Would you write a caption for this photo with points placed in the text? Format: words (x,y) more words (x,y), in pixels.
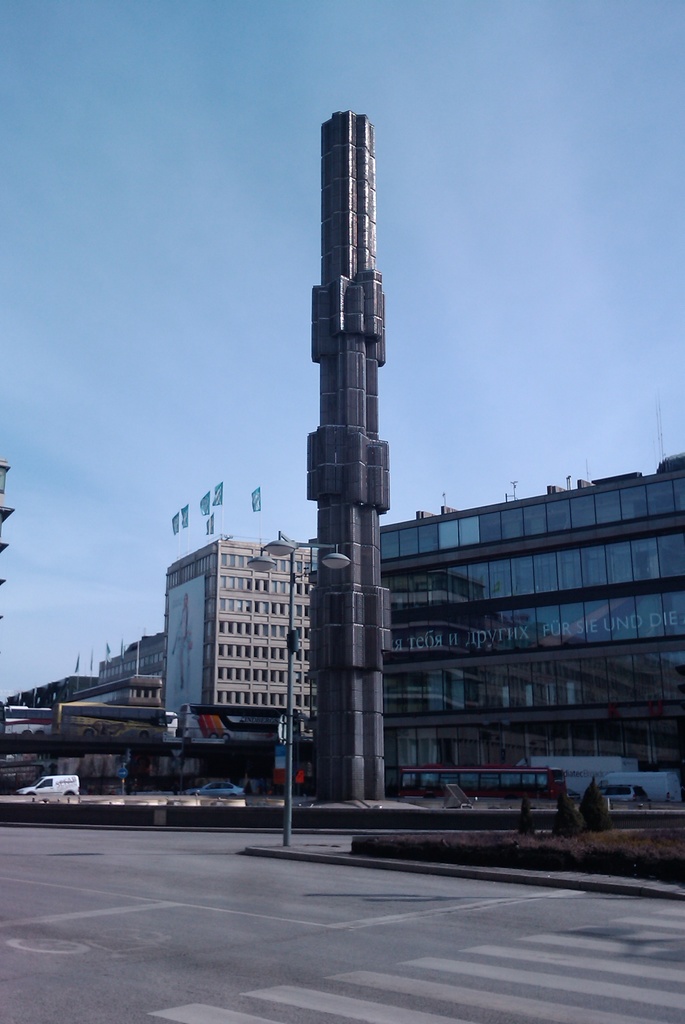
In this image there is the sky (163,258), there are buildings (250,643), there are flags (203,506) on the buildings (209,611), there is a building (592,621) truncated towards the right of the image (584,573), there is a sculpture (345,548), there are vehicles (56,782), there is a pole (291,624), there are street lights (328,546), there are plants (563,804), there is a building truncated towards the left of the image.
